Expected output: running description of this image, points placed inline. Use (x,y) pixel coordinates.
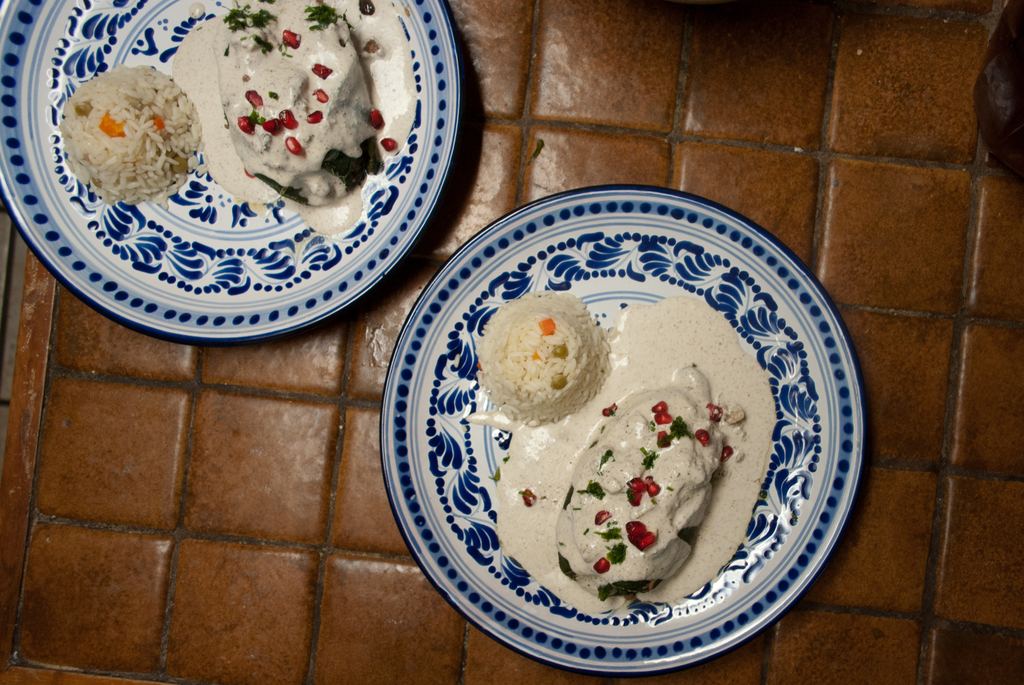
In this image there are two plates (319,291) on the floor (342,433). There is food (235,105) on the plates (214,263). There is a print (128,216) on the plates (818,415).
